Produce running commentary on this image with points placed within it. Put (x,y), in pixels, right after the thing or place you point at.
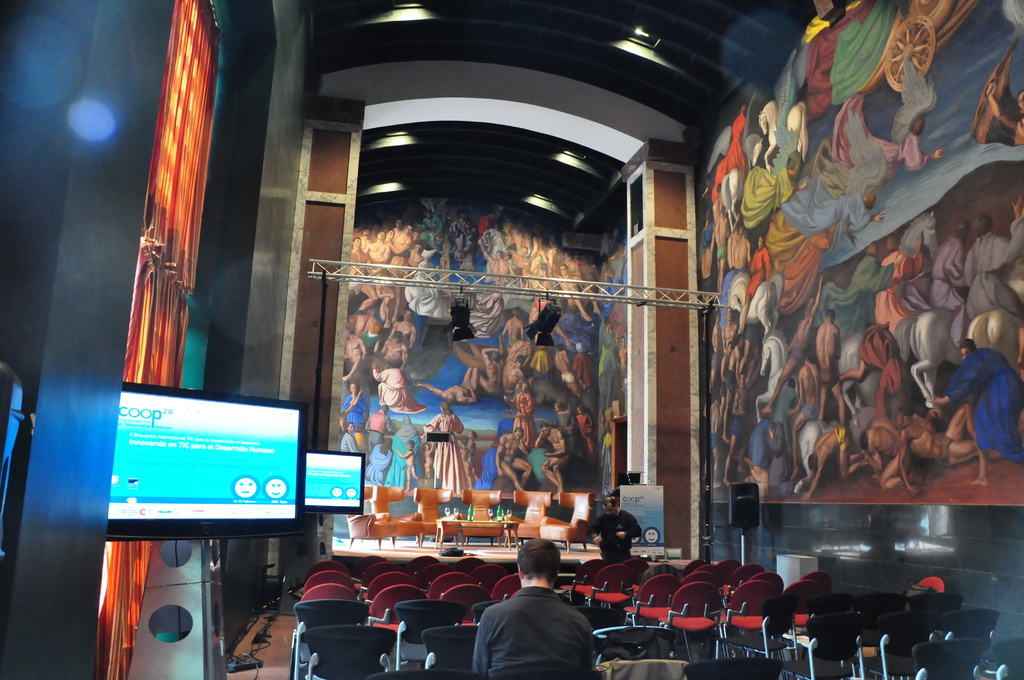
This picture consists Inside view of a room (800,526) and In the room (699,643) I can see chairs (402,595) kept on the floor (241,647), at the bottom (535,543) I can see a person (516,619) sitting on the chair (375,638), on the left side (287,505) I can see screens (195,463) and colorful wall (184,224) and in the middle (666,265) I can see the wall (533,268), on the wall (545,262) I can see paintings (829,193), on the roof (576,68) I can see lights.
